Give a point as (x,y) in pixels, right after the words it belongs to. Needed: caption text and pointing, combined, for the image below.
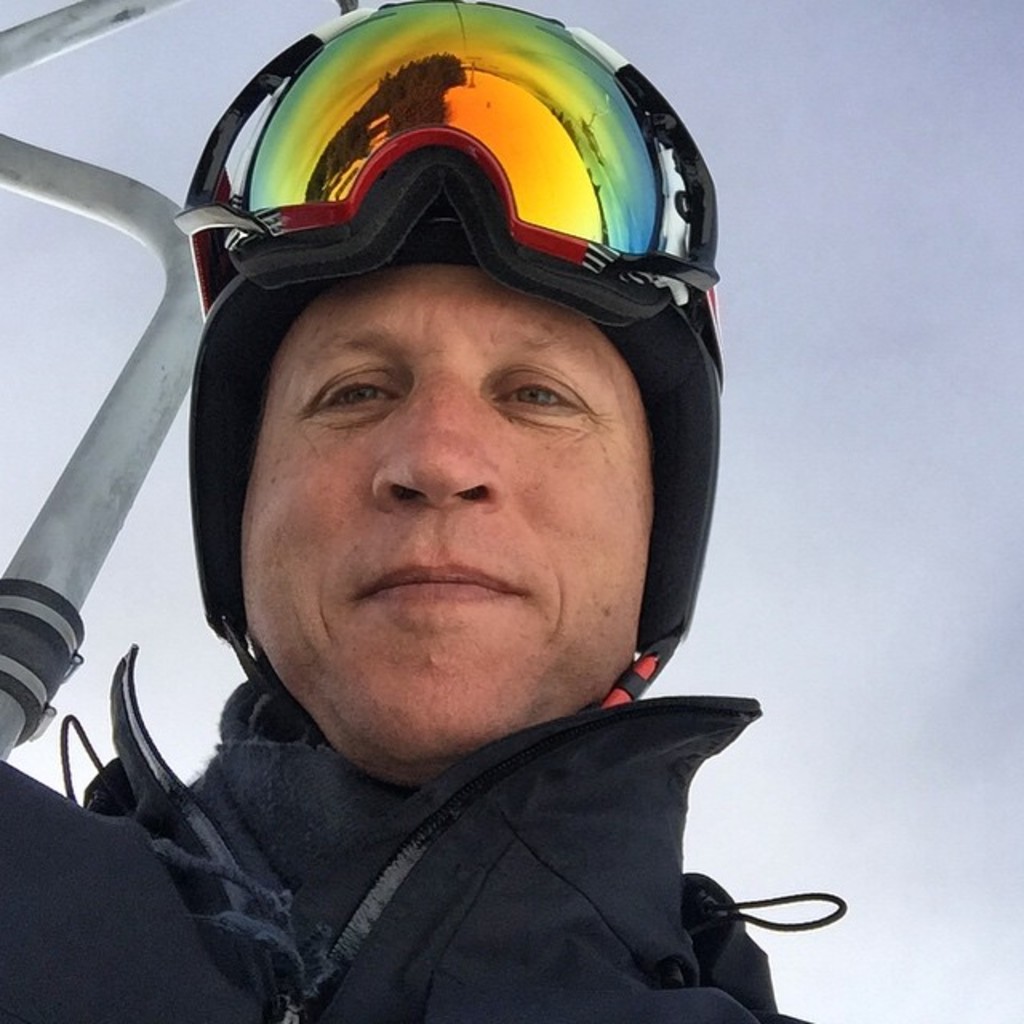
In this image, we can see a person (624,632) on the blue background. This person (300,178) is wearing clothes (481,820) and helmet (713,450). There is a metal rod (155,448) on the left side of the image (108,473).
